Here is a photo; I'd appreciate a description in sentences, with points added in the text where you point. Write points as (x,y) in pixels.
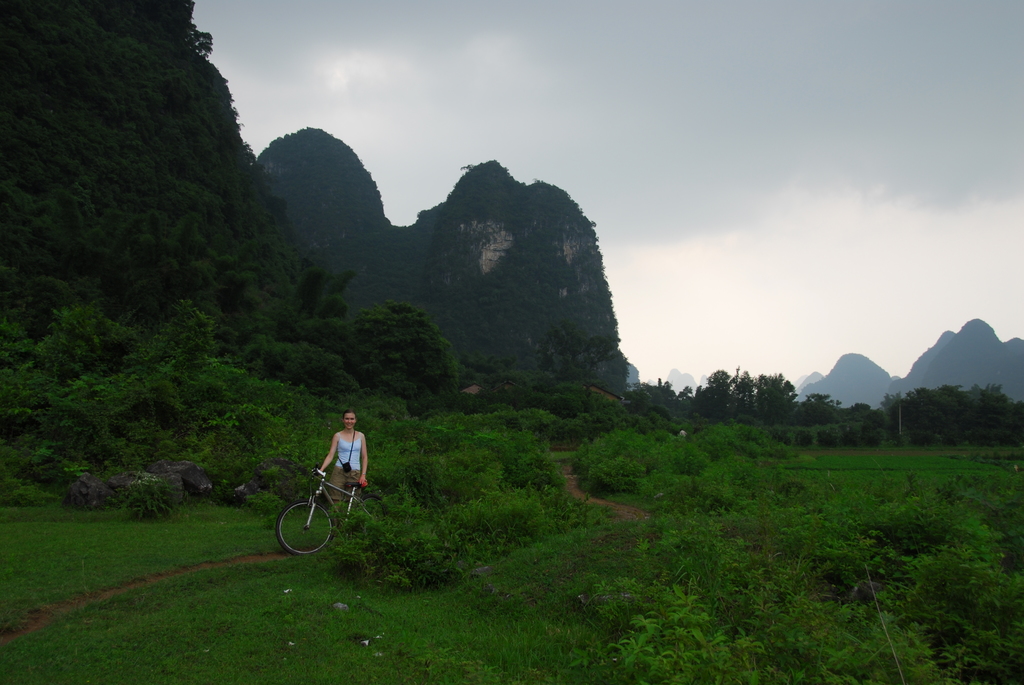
In this image we can see a lady (353,446) holding a cycle (341,509). On the ground (819,601) there are plants (744,597) and trees (146,365). Also there are rocks (129,482). In the back (281,268) there are hills (807,387) and sky (694,141) with clouds (454,120).
